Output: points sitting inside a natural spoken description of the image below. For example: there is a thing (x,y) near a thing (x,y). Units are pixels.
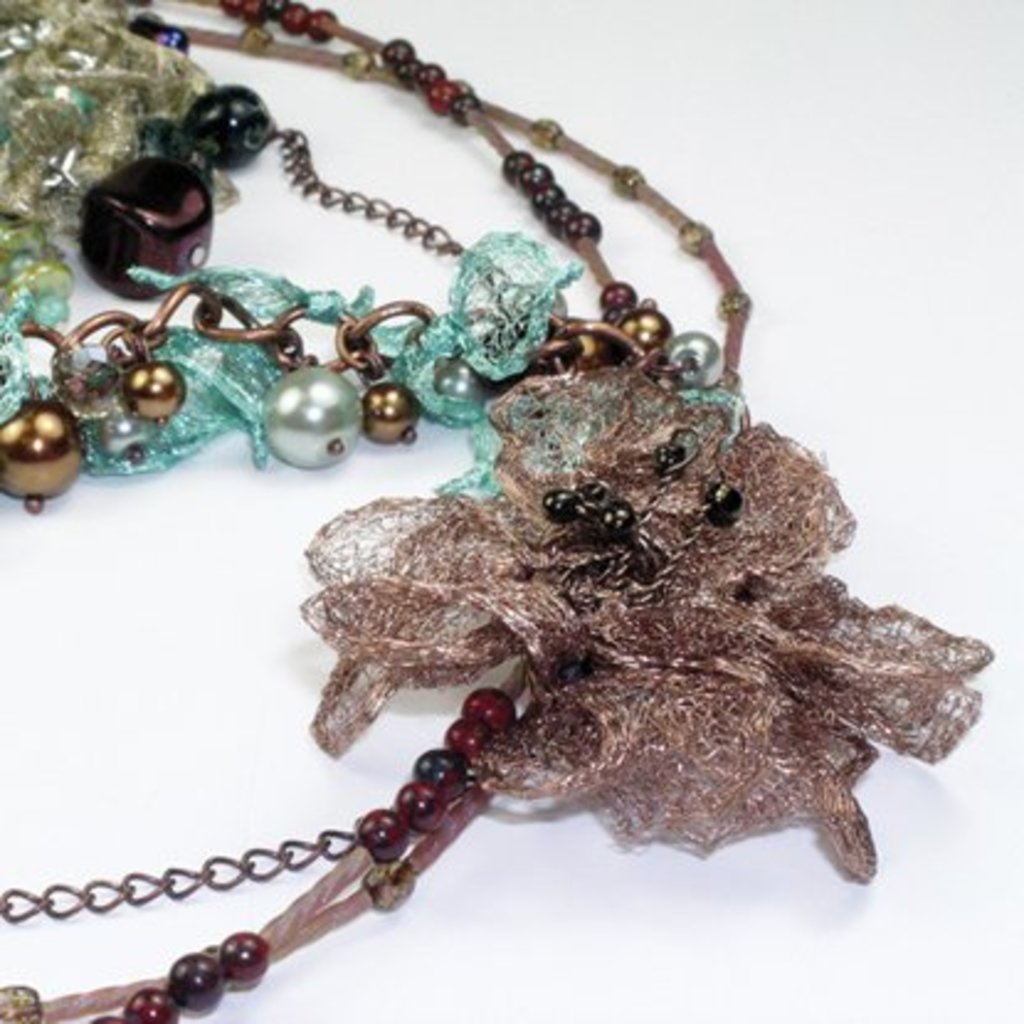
In this image the background (244,564) is white in color. In the middle of the image (543,490) there are a few chains (327,406) on the surface (254,912).
